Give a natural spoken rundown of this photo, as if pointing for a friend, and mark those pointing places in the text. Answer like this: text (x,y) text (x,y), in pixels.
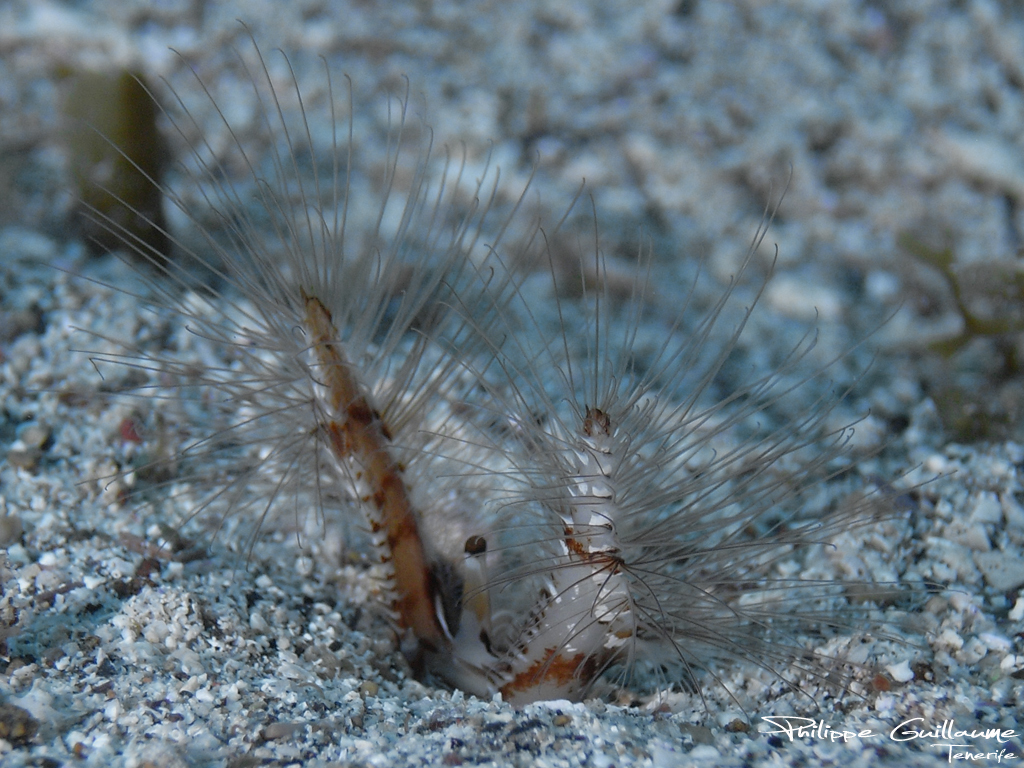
In this picture, we see an animal (535,443) which looks like a caterpillar (358,487). At the bottom of the picture (195,654), we see small stones (276,678). In the background (826,229), it is white in color. This picture is blurred in the background (276,191).
